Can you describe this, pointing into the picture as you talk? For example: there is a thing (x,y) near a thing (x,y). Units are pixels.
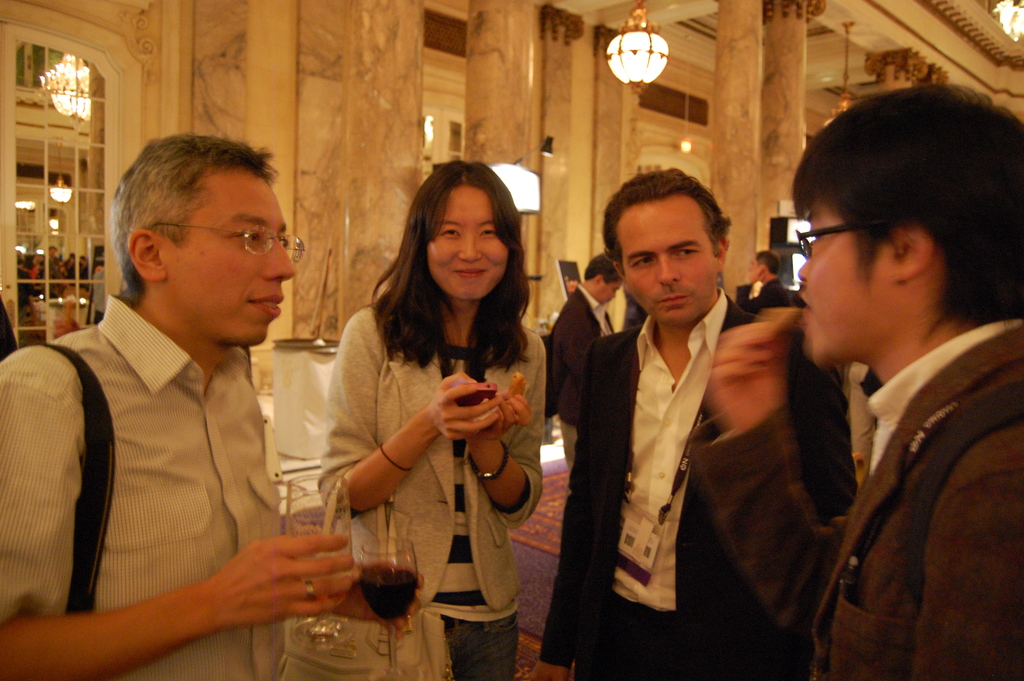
In the image we can see there are four people (504,373) standing wearing clothes (376,410) and it looks like they are talking to each other, two of them are wearing spectacles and the left side person (216,482) is holding the wine glasses (375,595) in hands (340,557). Here we can see chandeliers (651,58), glass door (62,178), floor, pillars (742,116) and the wall (277,126). Behind them there are other people (761,285) standing and wearing clothes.
